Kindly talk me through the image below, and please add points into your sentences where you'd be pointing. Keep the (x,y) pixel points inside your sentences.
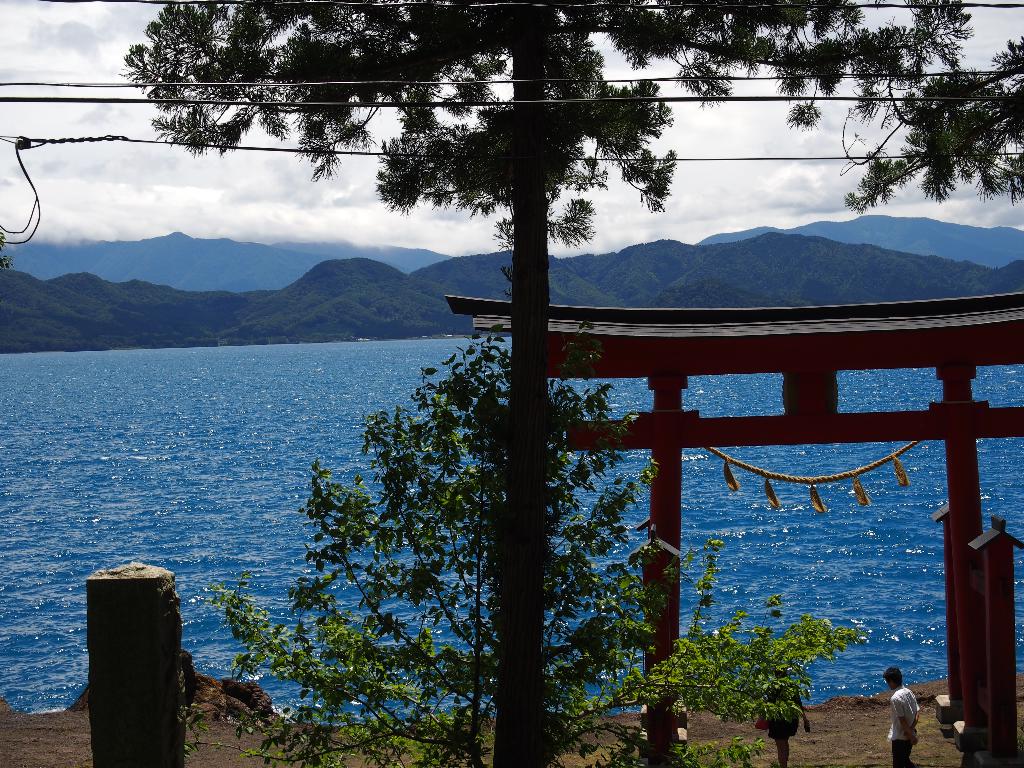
In this image we can see a few people (902,743) and there is a structure (969,696) which looks like a wooden arch (974,654) and there are few trees (421,593). We can see the water (2,405) and in the background (815,274), we can see the mountains (967,263) and at the top (600,202) we can see the cloudy sky (18,112).
